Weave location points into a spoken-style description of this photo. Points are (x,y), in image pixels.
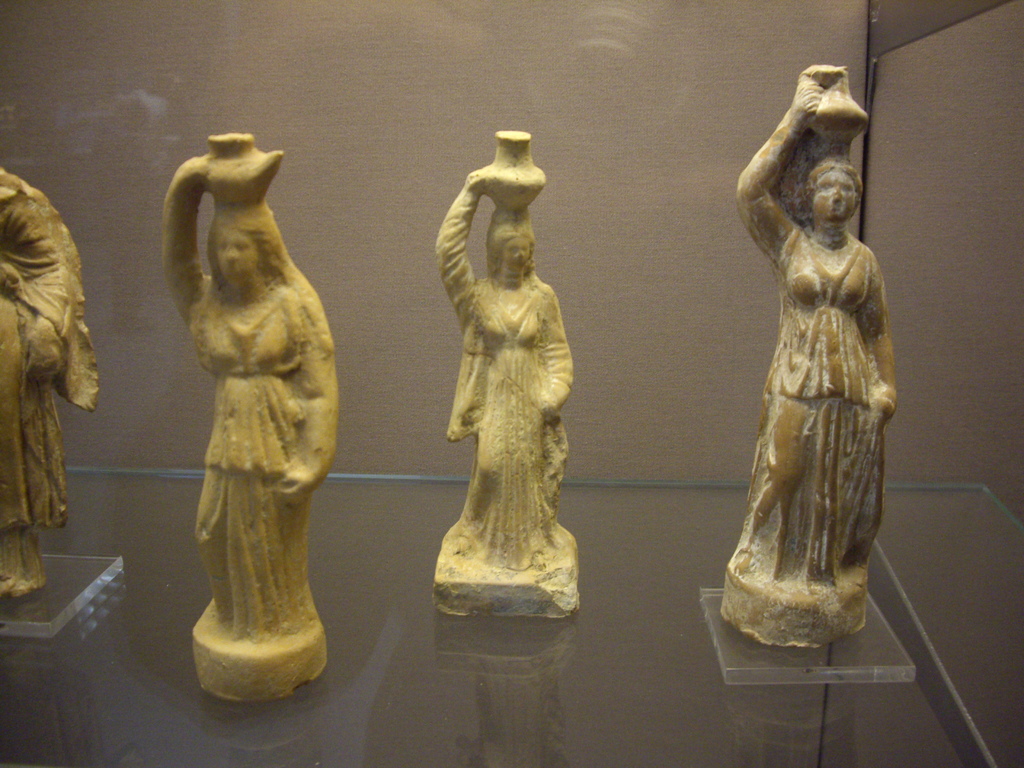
In this image in front (30,323) there are statues (494,600) on the glass platform (548,688). Behind them there is a wall (514,83).
